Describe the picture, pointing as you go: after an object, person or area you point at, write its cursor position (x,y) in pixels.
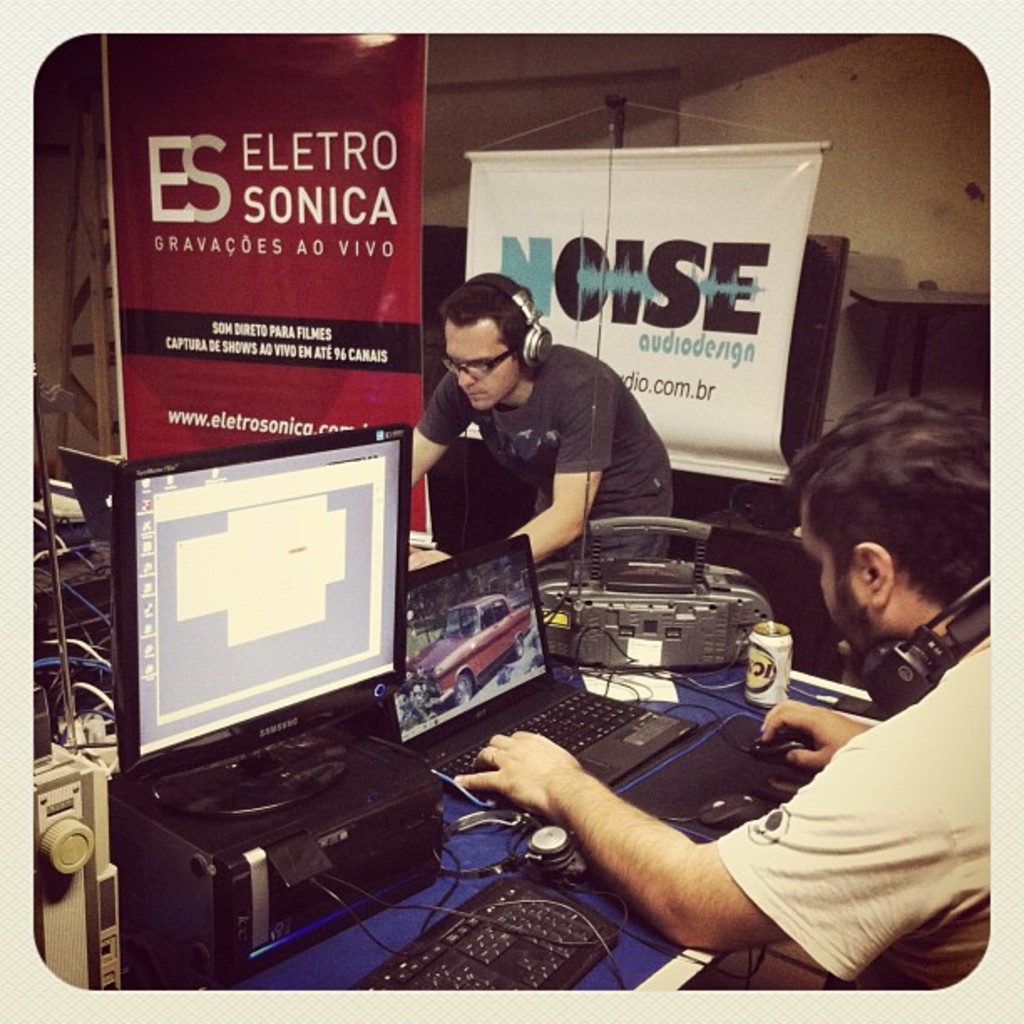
On this table (503,871) there is a monitor (342,614), laptops (66,468), radio (690,641), keyboard (486,914), mouse (741,808), and, headset (543,835), device (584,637) and things (647,683). These are hoardings (381,219). These people (467,318) wore headset (877,655). Background (655,69) there is a wall (602,91).
